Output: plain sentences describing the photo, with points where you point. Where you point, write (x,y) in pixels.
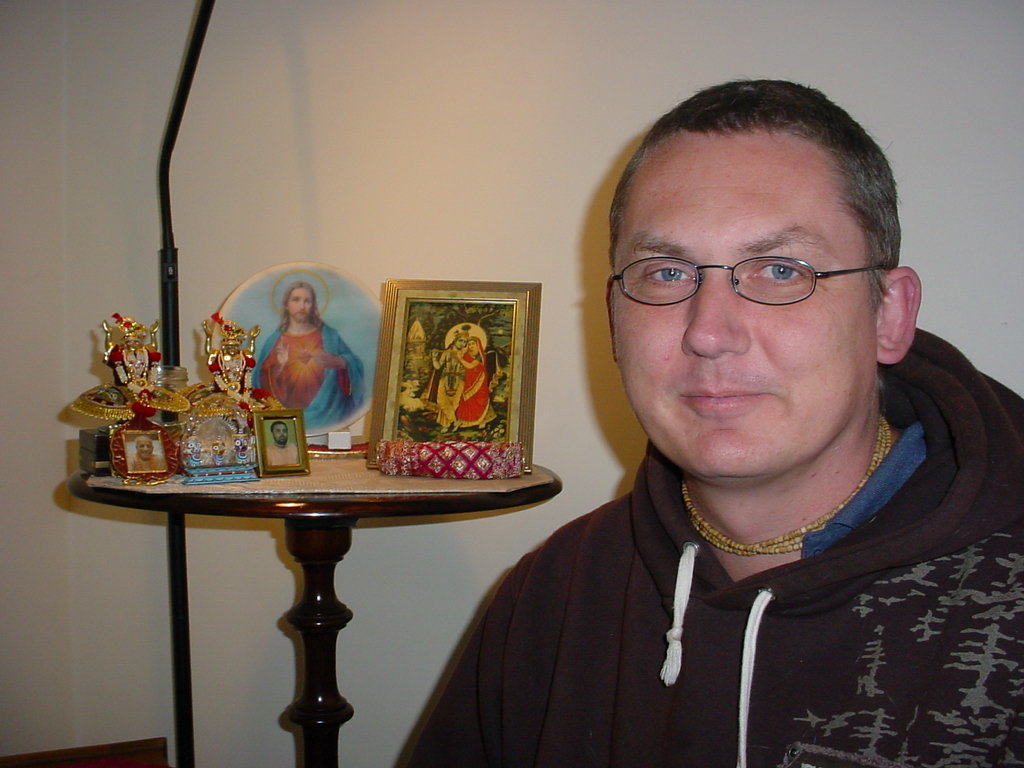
In this image we can see a man (699,412) wearing glasses (734,284) and smiling. In the background (386,399) we can see some idols (230,467) and frames (273,443) on the table (328,470). We can also see the plain wall (302,189).
